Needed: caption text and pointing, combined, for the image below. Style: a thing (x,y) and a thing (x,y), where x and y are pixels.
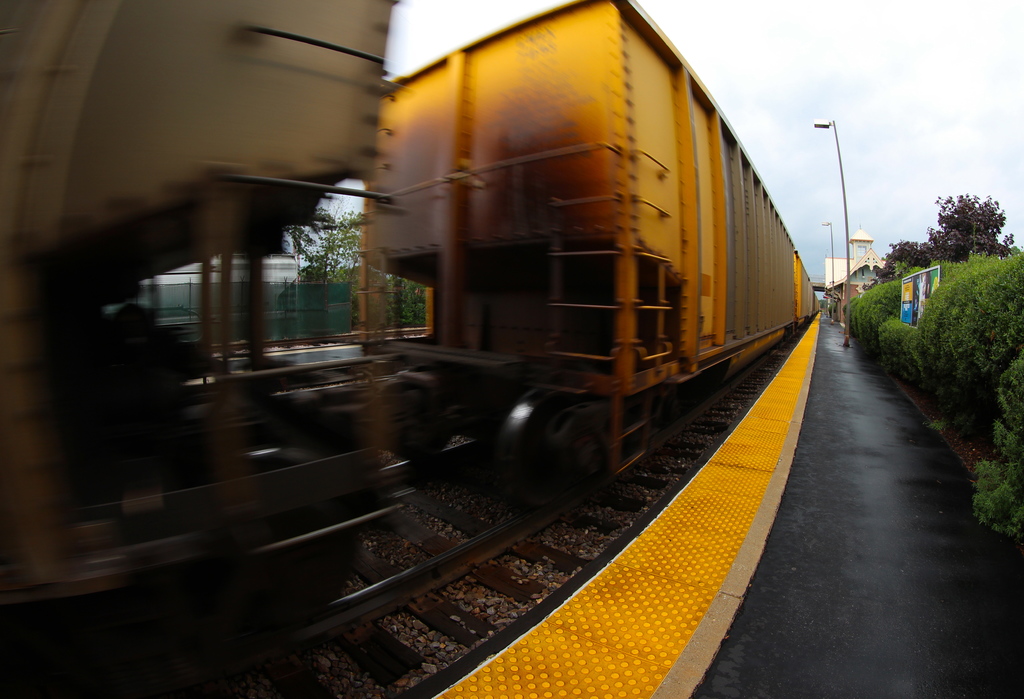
In this image there is a train (364,352) on the rail track (799,333). Right side (839,273) there is a platform (831,333) having few street lights (832,261) and a building (850,280). There are few plants (952,284). Behind there are few trees (950,236). Behind the train (14,288) there is a fence (349,287) and few trees (351,223). Top of the image (901,105) there is sky (761,119).
